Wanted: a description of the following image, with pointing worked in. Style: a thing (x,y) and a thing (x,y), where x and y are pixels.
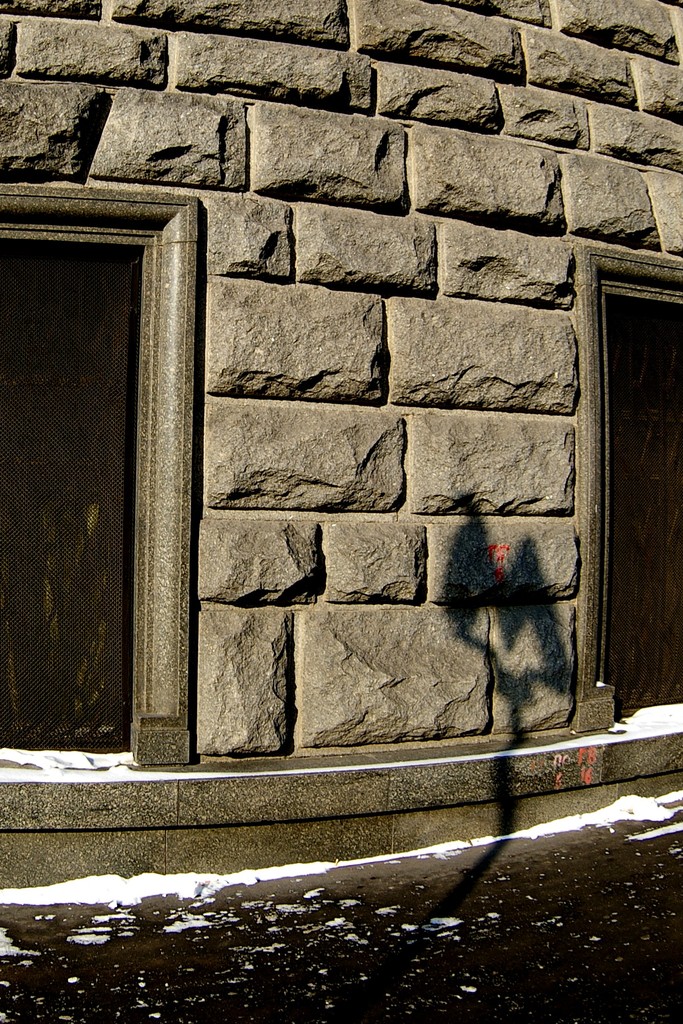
In this picture we can see rock wall (343,475) and windows (638,539).
